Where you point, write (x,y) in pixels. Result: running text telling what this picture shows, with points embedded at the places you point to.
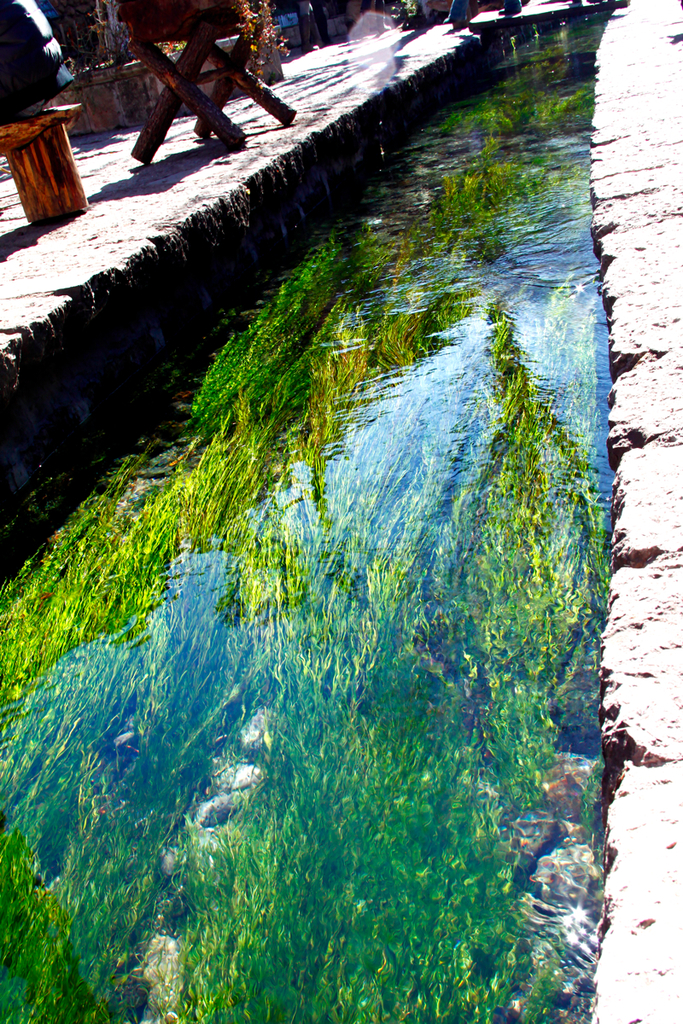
In this image, in the middle (398,576) there are grass (273,937), water (392,492), stones (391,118). At the top (222,139) there are people (455,15), tables (215,69), flowers (254,62), floor (309,125).
